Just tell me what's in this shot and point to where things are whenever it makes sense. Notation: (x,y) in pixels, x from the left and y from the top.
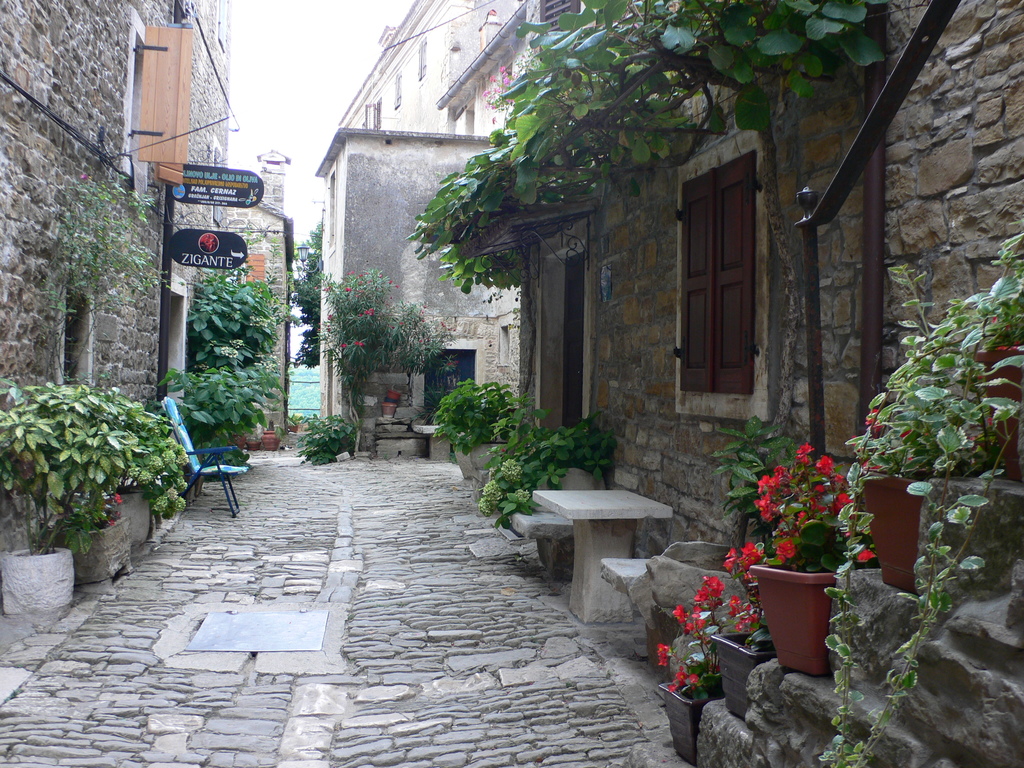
In this picture we can see the sky (350,66), buildings (54,179), boards (244,185), chair (187,443), planter (33,573), pots (48,568), windows (727,296) and few objects (817,389).
